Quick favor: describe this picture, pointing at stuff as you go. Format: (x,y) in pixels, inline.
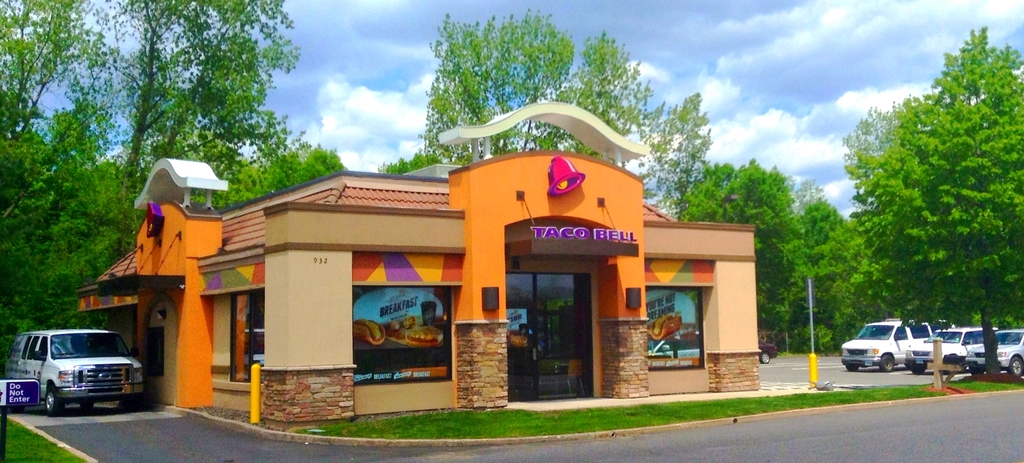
In this picture we can see a restaurant (386,283), beside to the restaurant (345,314) we can find few cars (107,367), sign board (23,397) and trees (913,208), and also we can find clouds (763,145).
